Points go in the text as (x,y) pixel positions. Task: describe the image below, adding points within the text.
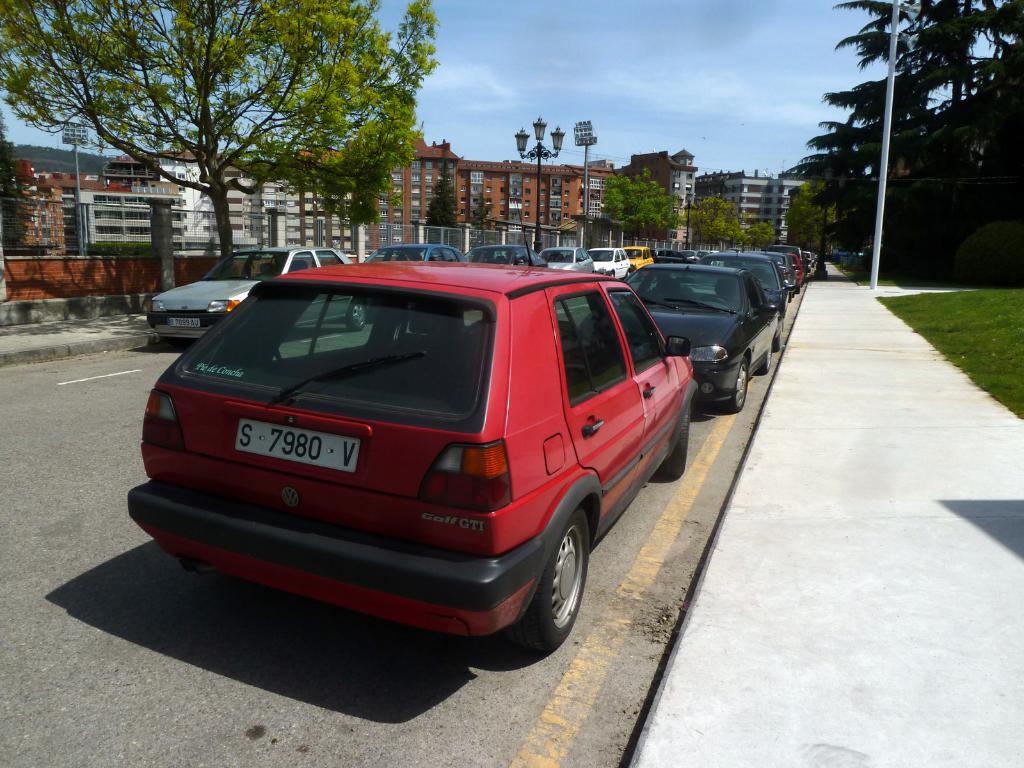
In the picture we can see a road (69,534) on it we can see some cars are parked near the path (714,686) and on the path (798,528) we can see grass surface (926,330), pole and tree (926,254), on the opposite side we can see some cars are parked near the path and behind it we can see some buildings (546,172) and sky (694,133).
